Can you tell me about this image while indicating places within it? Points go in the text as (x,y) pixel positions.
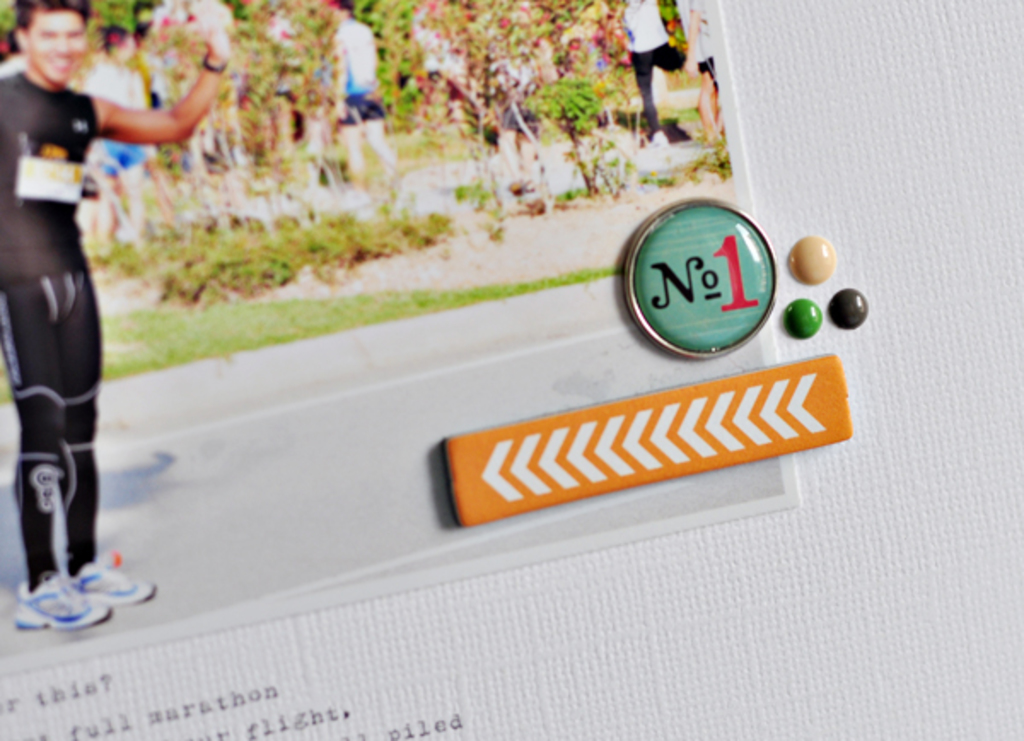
In this image I can see the photo (555,194) and something is written on the white color surface (753,578). I can see the badge (677,314) and few other objects (710,398) can be seen. In the photo (117,160) I can see few people (98,130) and trees (236,26).
